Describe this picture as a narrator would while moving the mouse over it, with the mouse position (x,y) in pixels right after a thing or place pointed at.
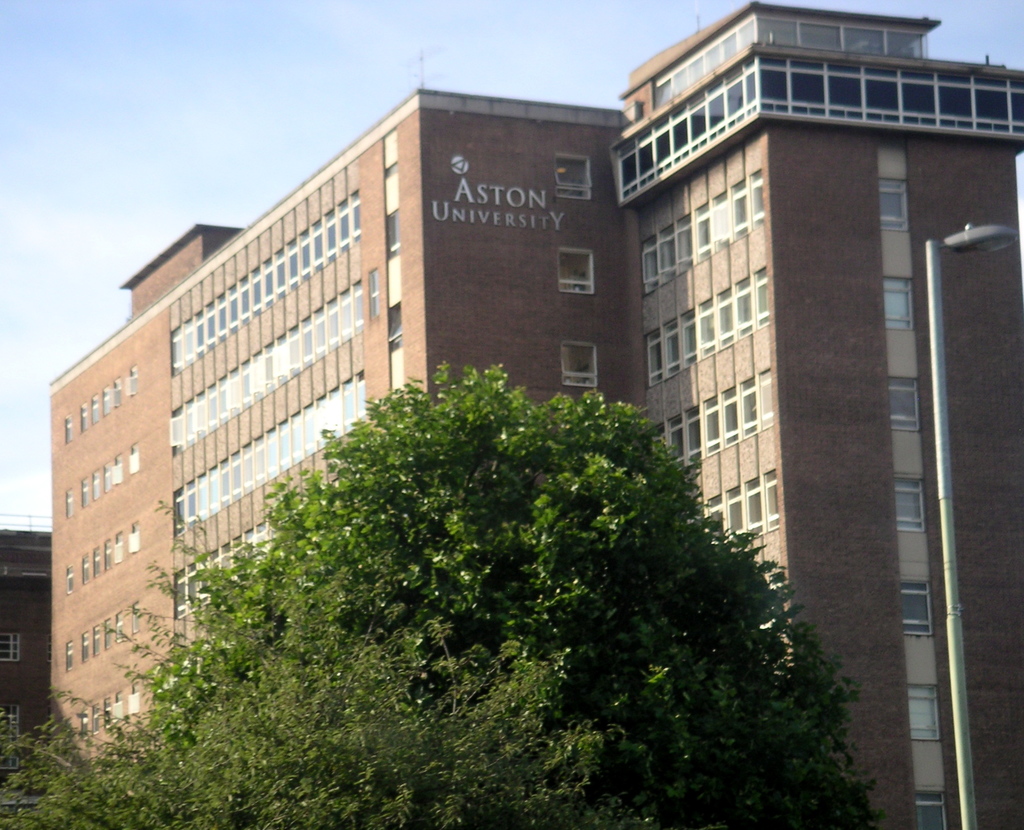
In this image, we can see buildings (424,368) and there is some text (482,185) on the wall (449,165) and we can see trees (468,478) and a light pole (936,297). At the top (336,88), there is sky (292,57).
